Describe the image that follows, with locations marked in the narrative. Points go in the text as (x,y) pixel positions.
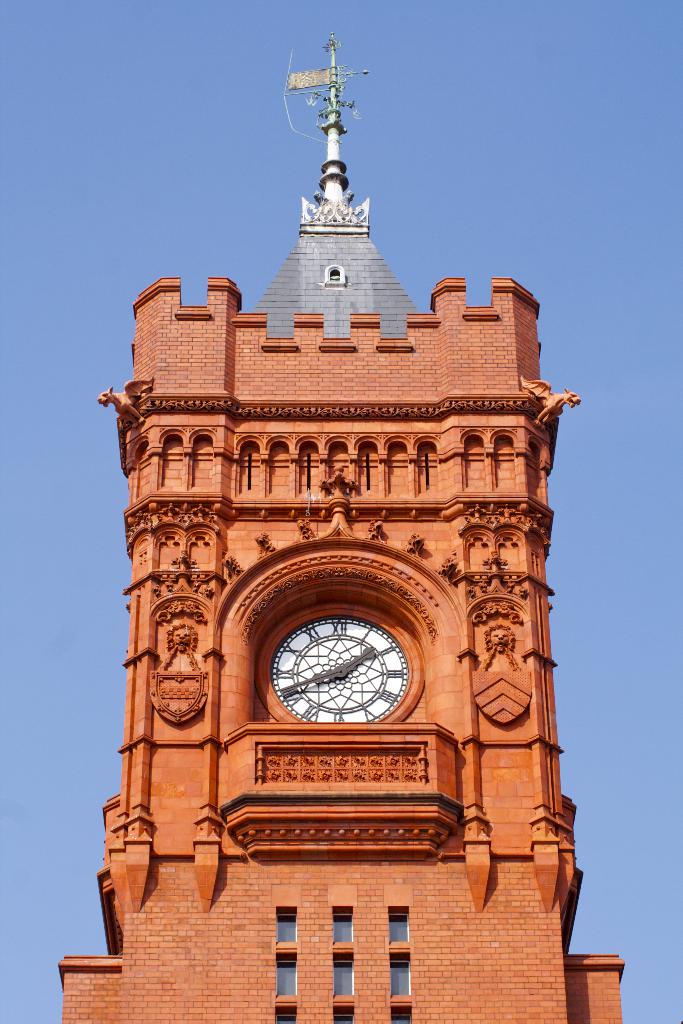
In the image there is a clock tower (325,433) in the middle (367,454) with a antenna (330,160) above it and behind its sky (520,217).
